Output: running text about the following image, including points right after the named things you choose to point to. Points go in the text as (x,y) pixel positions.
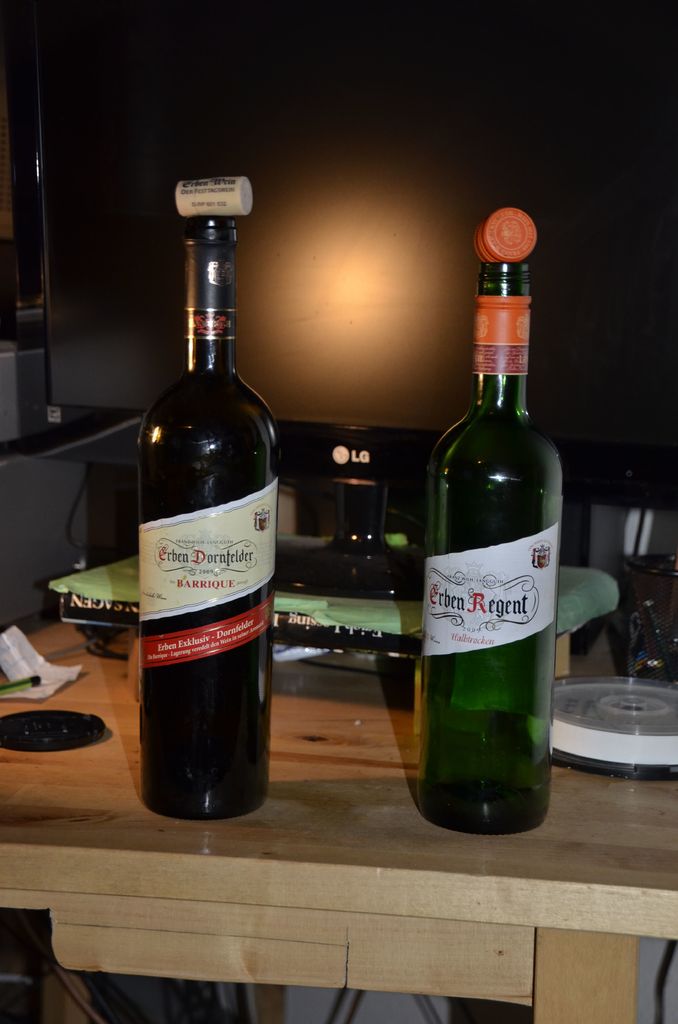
This picture is consists of two bottles (162,424) which are placed on a table (30,780), it seems it is used for wine (244,518).
